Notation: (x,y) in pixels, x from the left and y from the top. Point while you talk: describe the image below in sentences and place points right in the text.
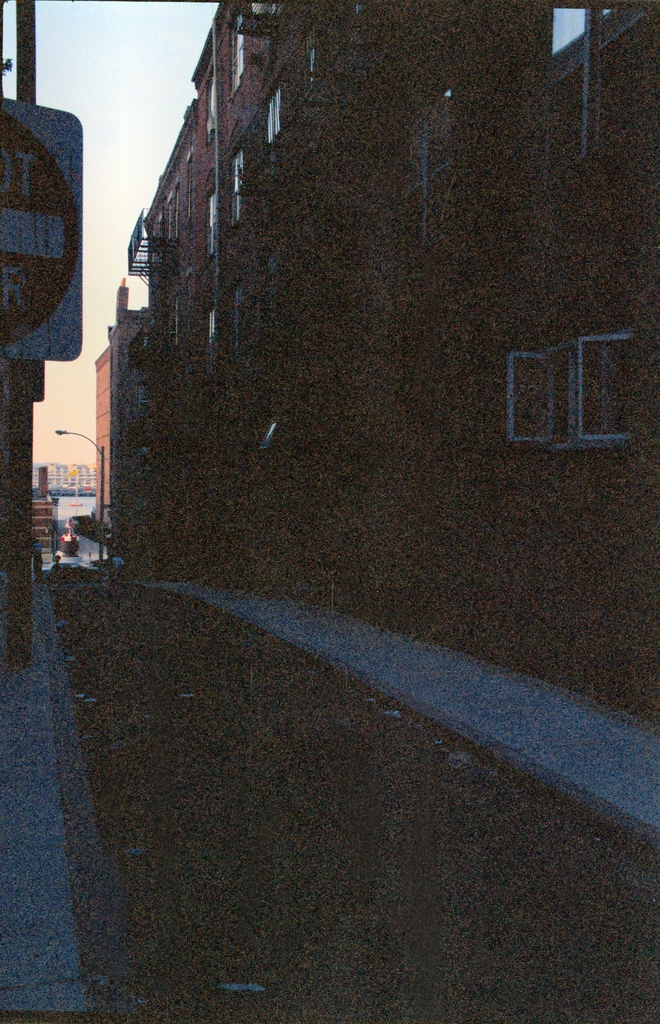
In this image, we can see few buildings (174,334), walls (232,337), windows (569,42), street light (80,435). Background (108,42) there is a sky (123,230). At the bottom of the image (393,837), we can see a road (423,872) and walkways (33,771).
